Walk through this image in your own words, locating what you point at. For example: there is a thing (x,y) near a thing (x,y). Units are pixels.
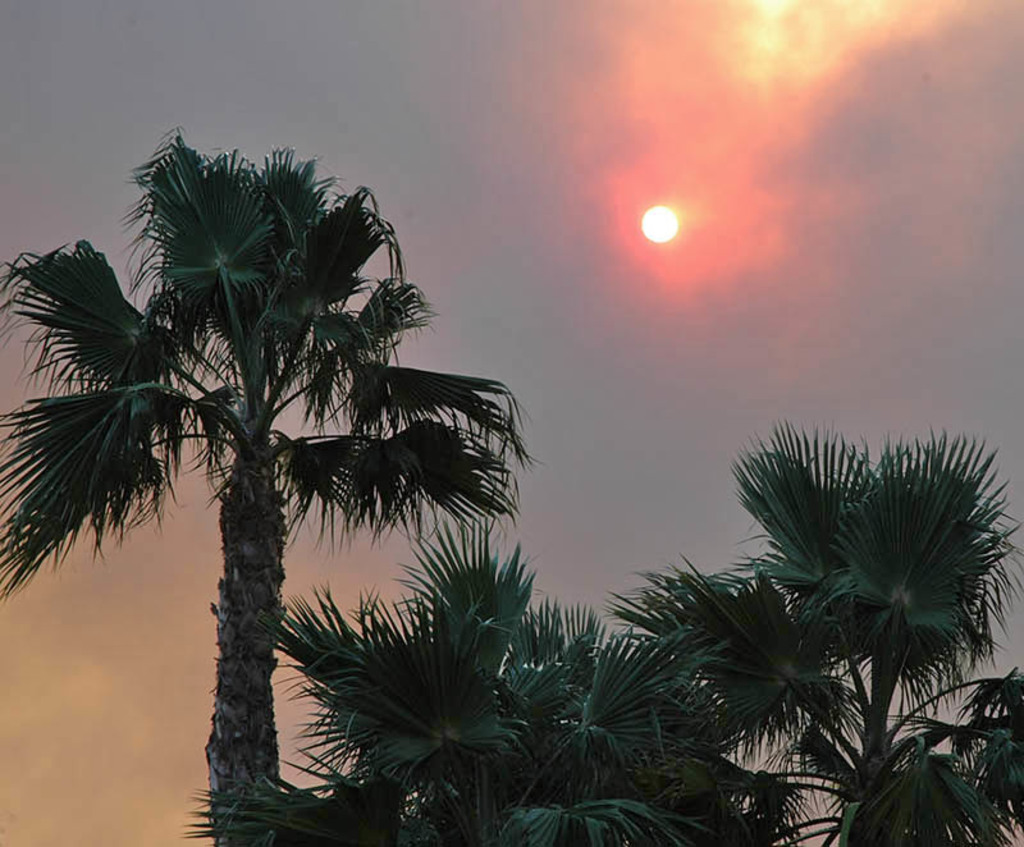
In this image I can see there are so many trees (728,844) and sun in the sky (308,550).
